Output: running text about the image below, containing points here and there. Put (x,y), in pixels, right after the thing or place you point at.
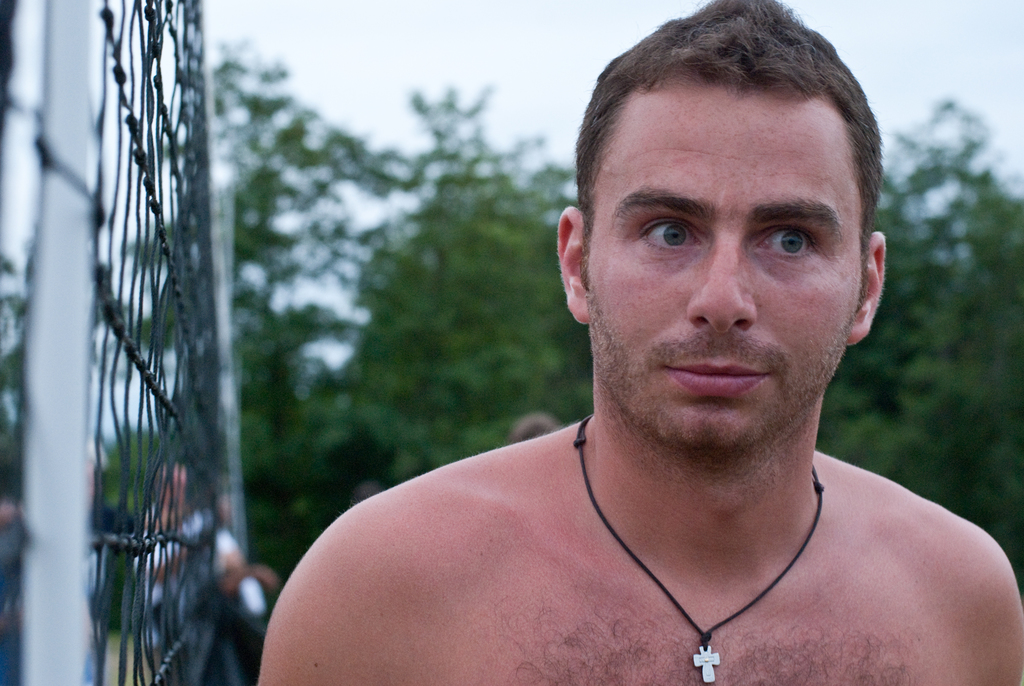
In this image we can see a man (793,557). On the left (108,501) there is a net (98,402). In the background (343,402) there are trees (564,196) and sky (541,78). We can see people (219,569).
